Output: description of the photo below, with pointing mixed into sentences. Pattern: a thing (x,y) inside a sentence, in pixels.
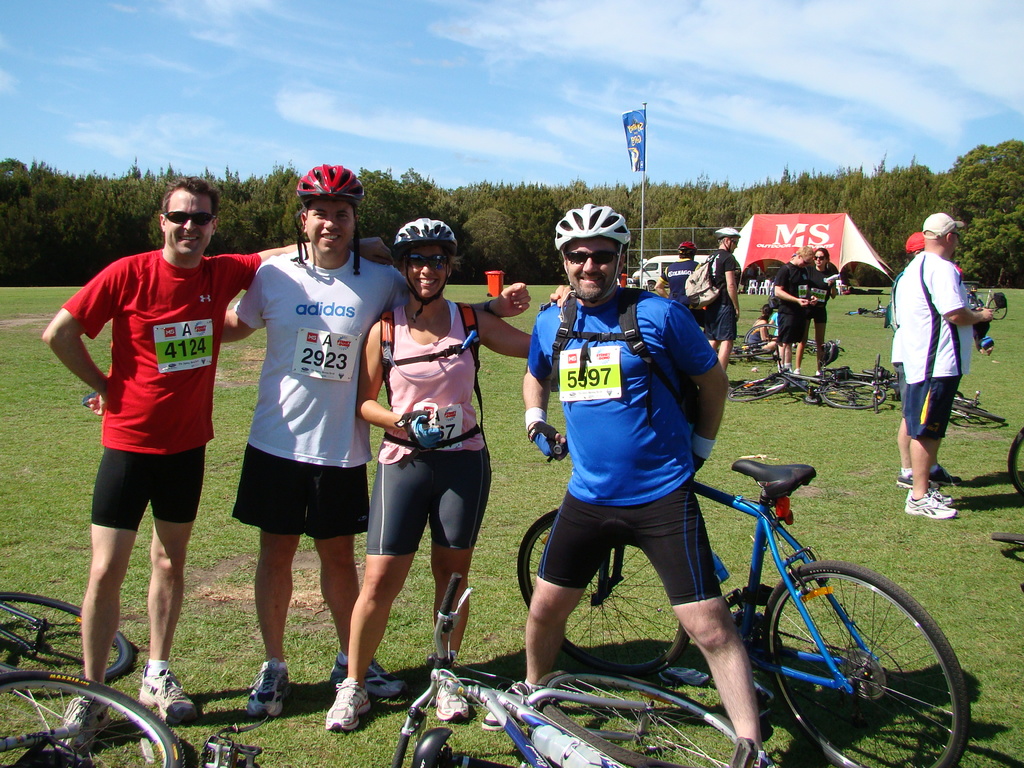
In the picture I can see a group of people (262,513) are standing among them some are wearing helmets (570,236) and some other objects (630,347). In the background (735,554) I can see bicycles (727,570), a tent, vehicles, the grass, trees (690,238), the sky (588,87), a banner (632,133) and some other objects (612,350).
